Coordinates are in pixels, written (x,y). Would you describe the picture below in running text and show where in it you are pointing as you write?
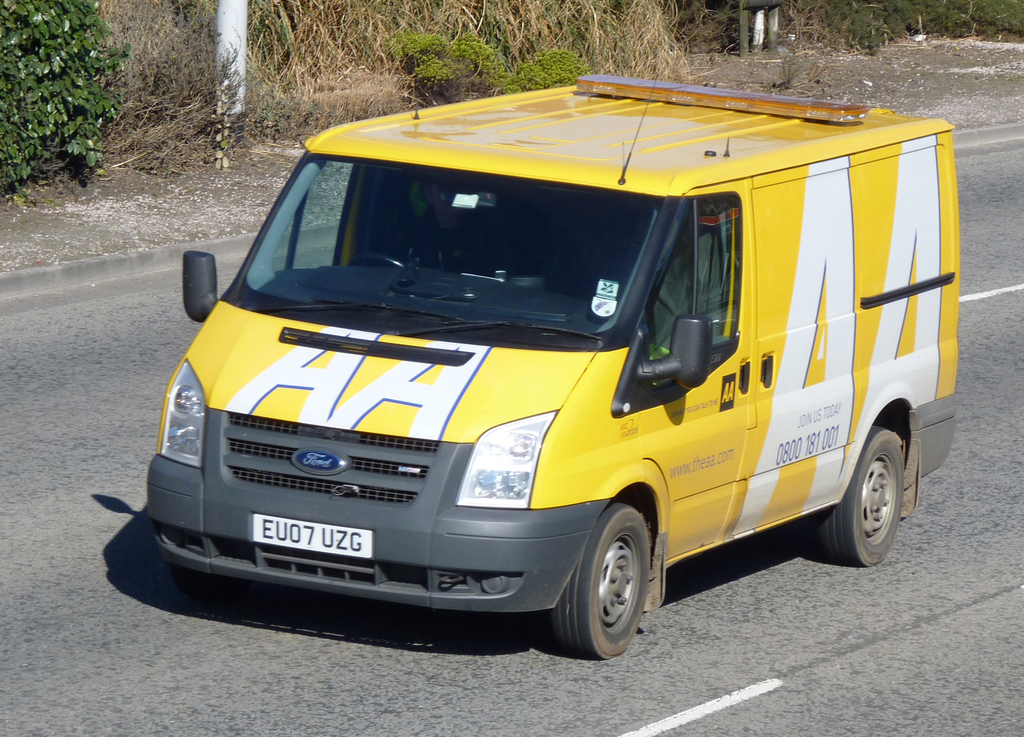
This picture might be taken from outside of the city and it is sunny. In this image, in the middle (394,356), we can see a truck (411,321) and it is moving on the road (911,623). In the background (40,87), we can see some plants (162,92), tree (30,79). At the bottom (874,676), we can see a road (996,439).
